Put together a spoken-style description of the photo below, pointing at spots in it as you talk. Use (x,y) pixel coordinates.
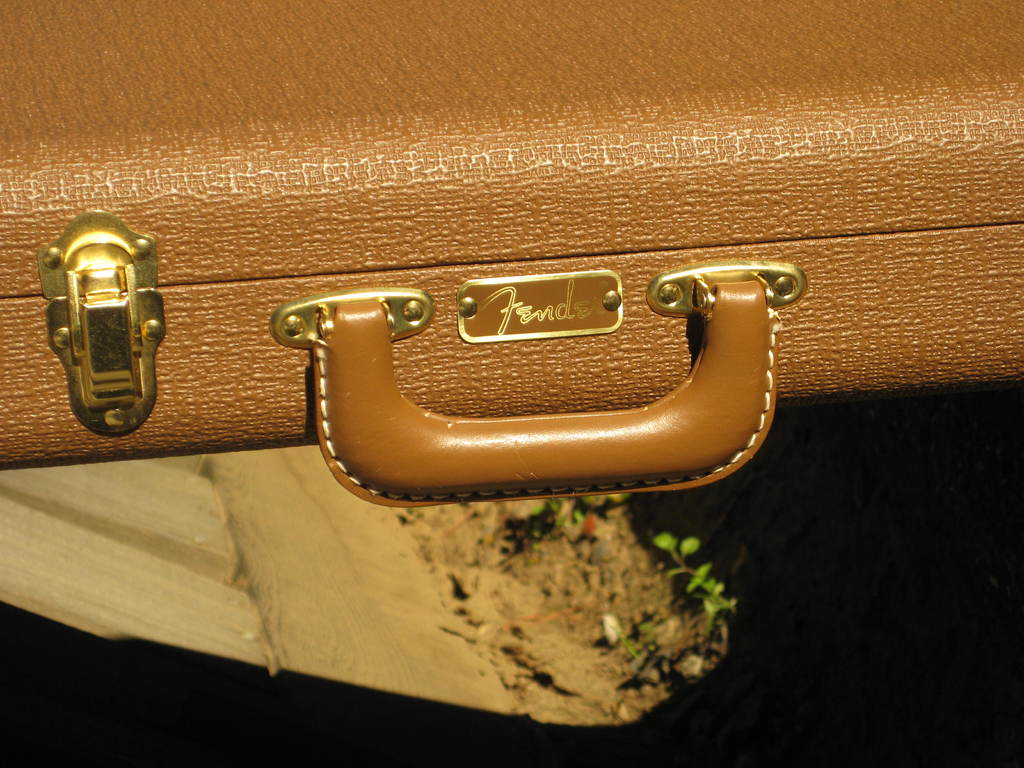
This picture show a briefcase (37,338) which is brown in colour and we see a clip (156,264) to it which is golden in colour and buckle (574,491) in order to hold and we see a name (531,304) on it
